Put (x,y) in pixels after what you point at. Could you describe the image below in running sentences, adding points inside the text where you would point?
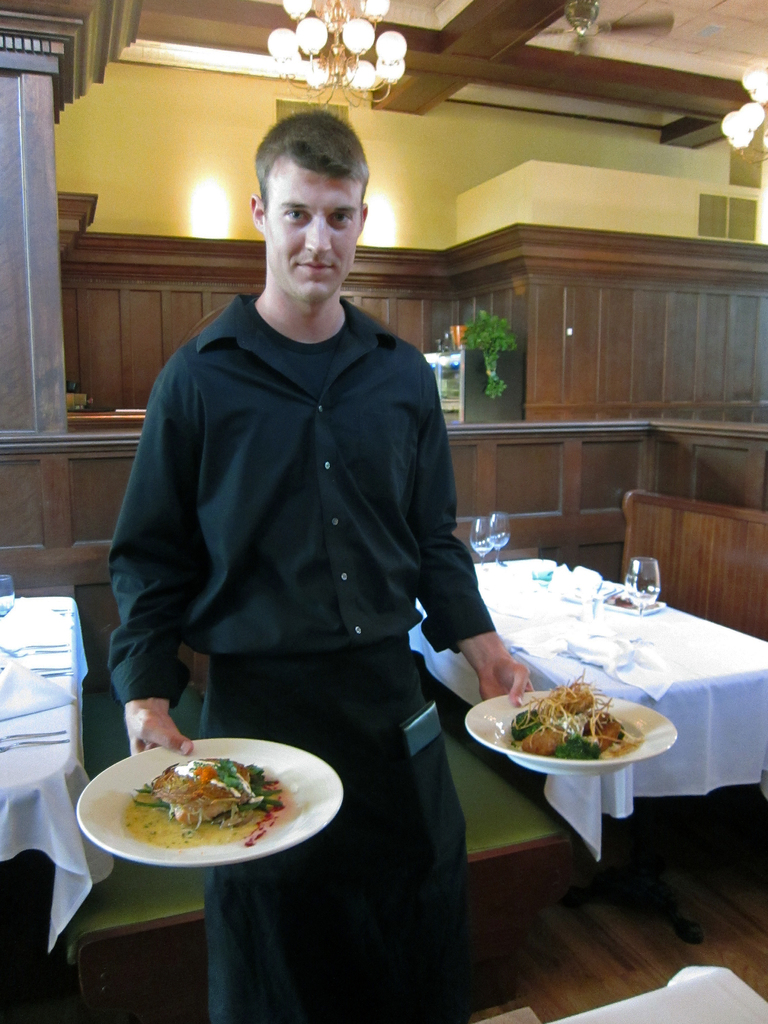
In this image in the center (279,635) there is a person (324,590) standing and holding plates (325,805) in his hand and in the plate (647,734) there is food (622,734). There are tables (629,621) and on the tables (41,724) there are glasses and tissues (648,676) and there is an empty bench (701,566). In the background (502,340) there are objects (491,339) which are green and white in colour and on the top (301,9) there are lights (372,43) hanging and there is a fan (591,22).
